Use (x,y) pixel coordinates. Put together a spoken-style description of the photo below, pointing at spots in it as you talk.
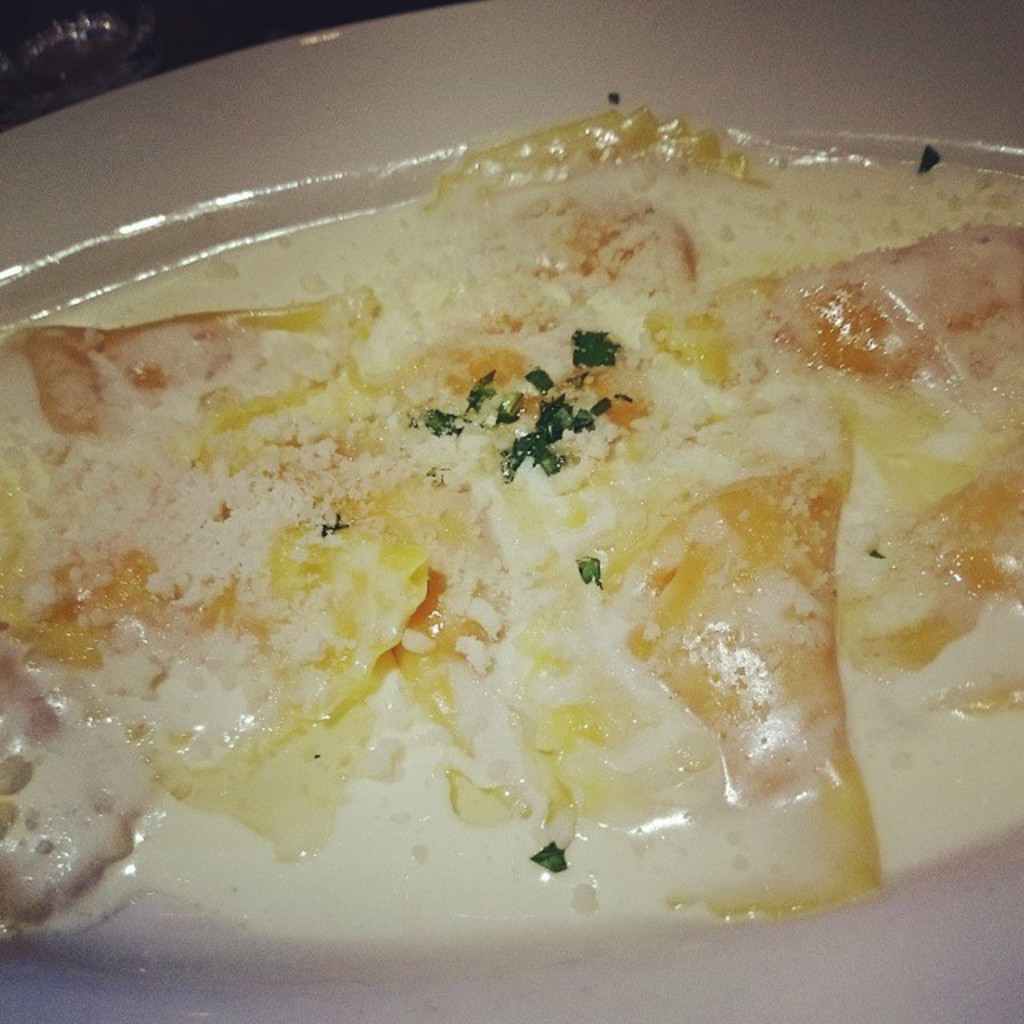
In this image, we can see a plate (889,76) contains some food (484,701).
